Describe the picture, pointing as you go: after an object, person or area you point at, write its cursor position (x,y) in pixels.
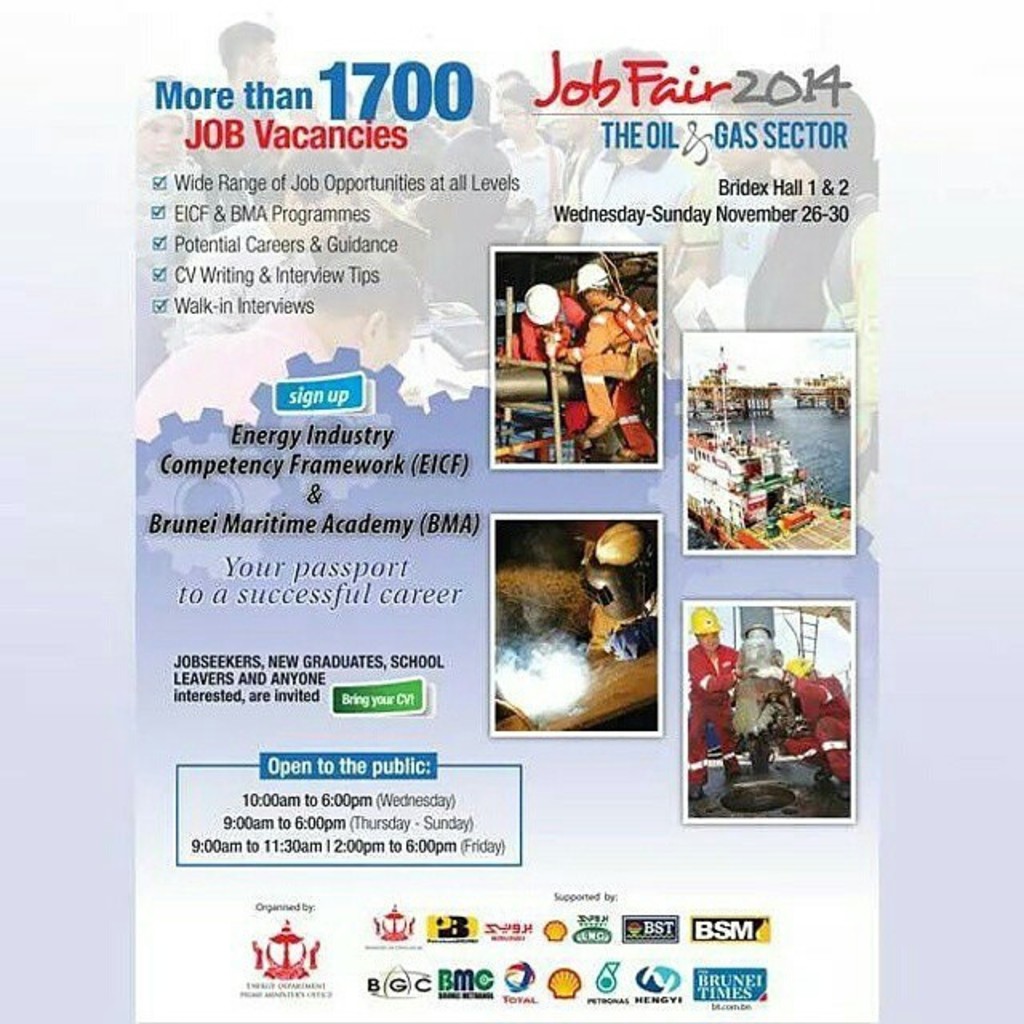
In this image I can see few persons (811,292). In front (716,663) the person (728,655) is wearing red color dress (720,679) and yellow color helmet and I can also see the ship (733,510) on the water (797,444). In the ship (724,497) I can see few people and I can see something written on the image.
